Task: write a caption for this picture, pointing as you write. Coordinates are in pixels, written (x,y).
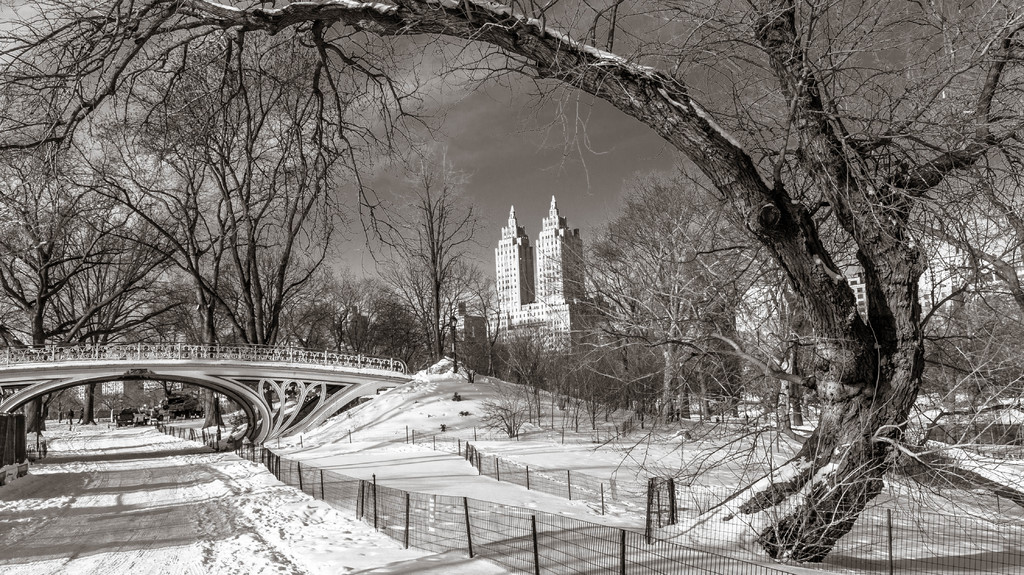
This is a black and white image. In this image, on the right side (897,127), we can see some trees (943,333), plants (794,399), building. On the left side of the image (289,358), we can see a bridge (283,371). In the background (38,214), we can see some trees (437,263), plants (524,347). At the top (545,154), we can see a sky (498,141) which is cloudy, at the bottom (412,494), we can see the net fence (439,508), snow (249,478).
